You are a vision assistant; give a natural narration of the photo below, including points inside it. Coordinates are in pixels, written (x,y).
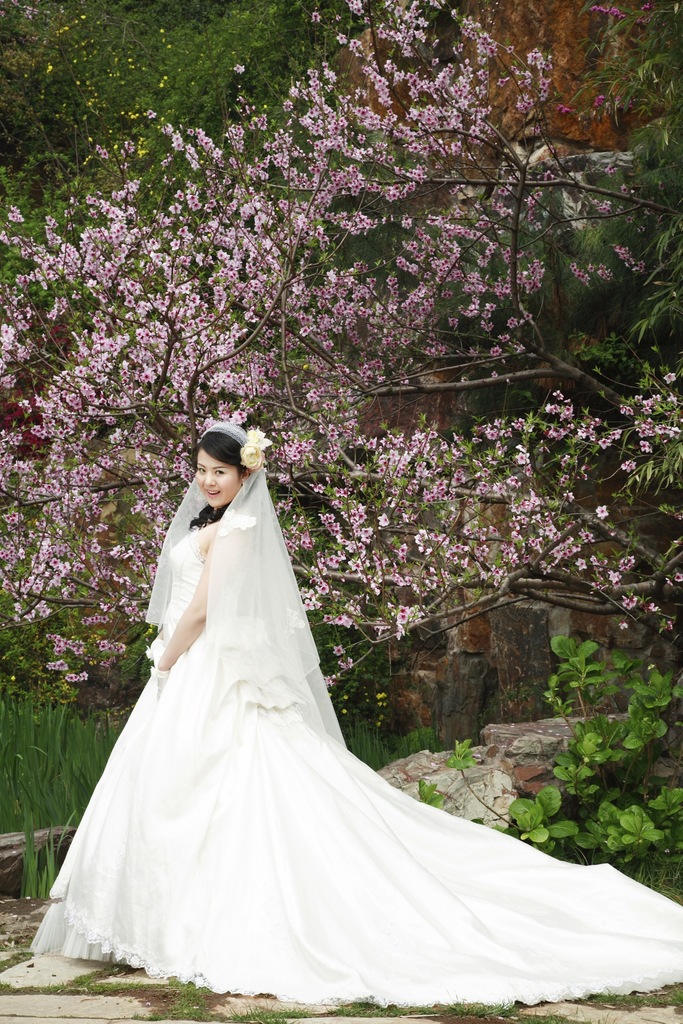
In this image in front (232,535) there is a person (202,545) wearing a smile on her face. Behind her there are rocks (505,761). There are plants (578,674) and trees (367,170).
